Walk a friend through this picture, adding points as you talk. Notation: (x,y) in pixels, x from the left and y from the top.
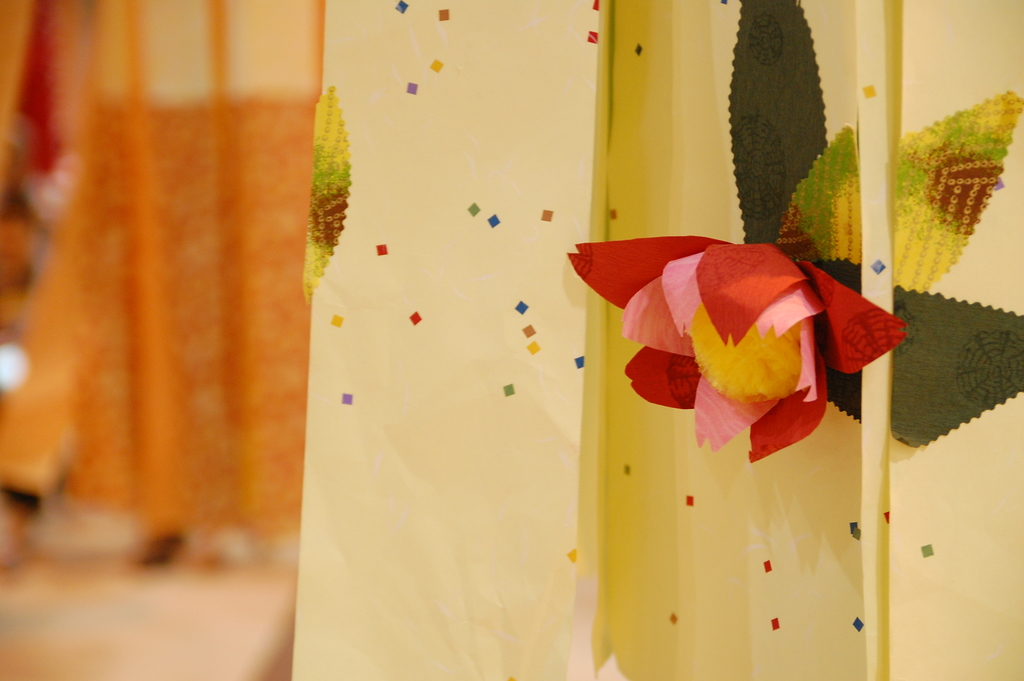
In this image I can see a flower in red, pink and yellow color and leaves (781,77) in green color. Background (683,101) the wall (519,129) is in light yellow color and I can see an orange color curtain (191,292).
